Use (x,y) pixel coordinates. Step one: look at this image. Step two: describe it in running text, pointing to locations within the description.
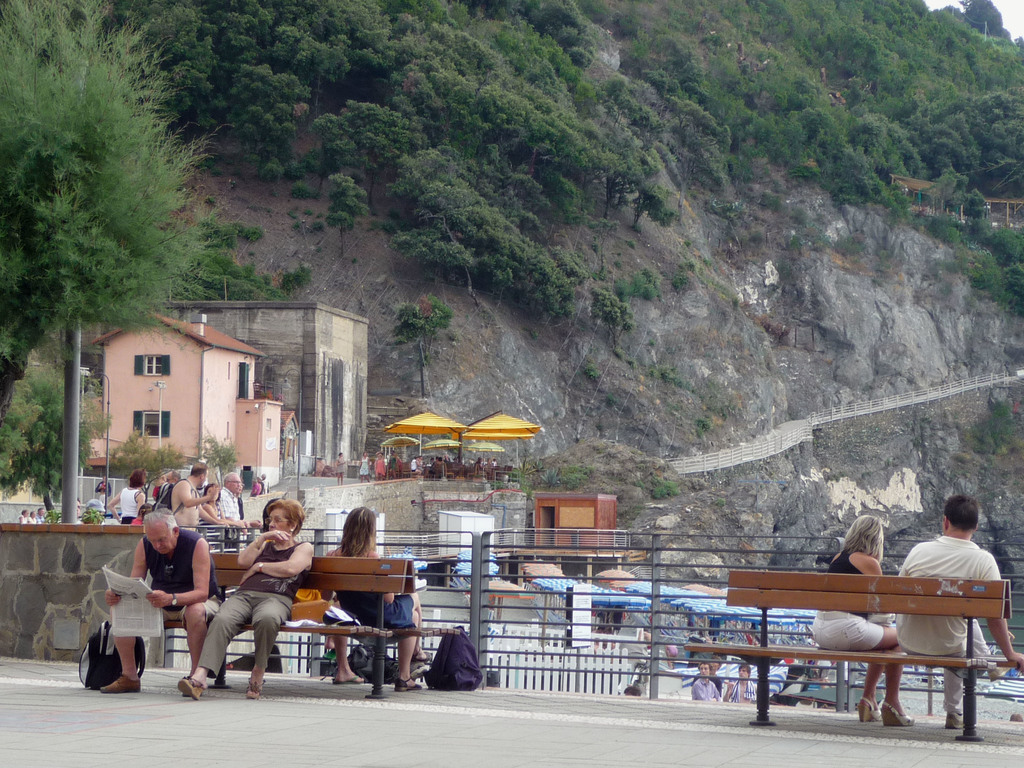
In the picture I can see a group of people (281,576) among them some are standing and some are sitting on benches (866,653). I can also see bags (453,678) on the ground (425,688), fence (288,653), buildings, trees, mountain (561,481) and some other objects (500,426) on the ground (117,726).
